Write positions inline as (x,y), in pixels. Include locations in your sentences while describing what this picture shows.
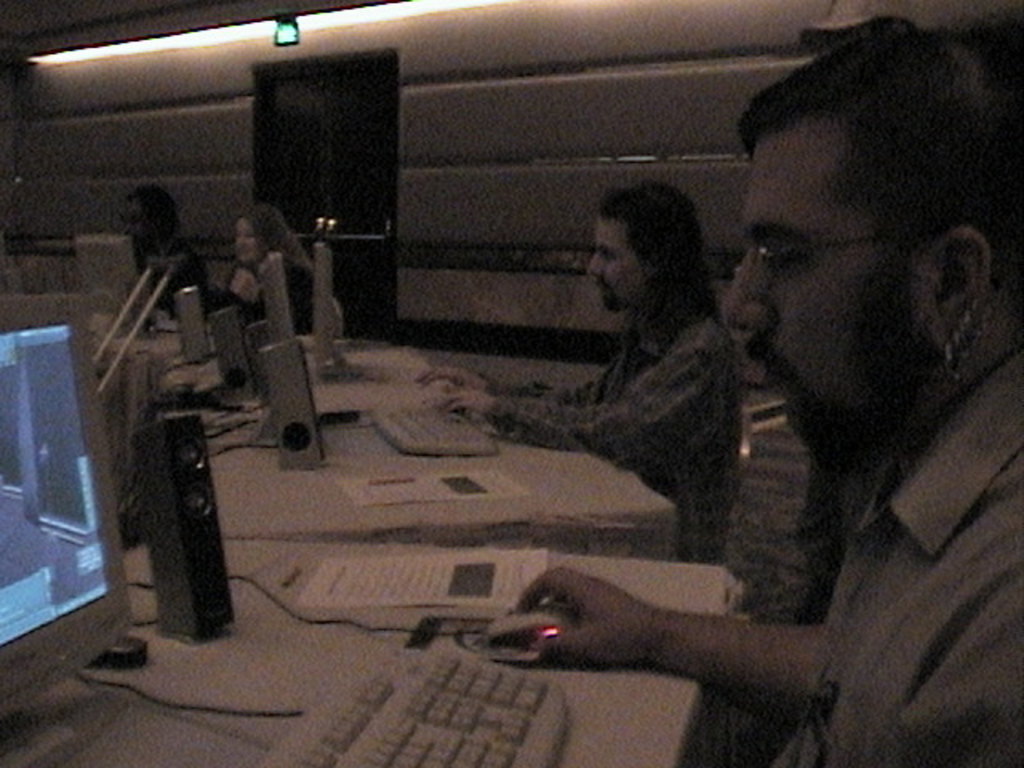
This image looks like an edited photo, in which I can see a group of people (611,381) are sitting on the chairs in front of tables (329,373) on which I can see PC's (47,362), keyboards (481,738), wires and some objects (448,489). In the background (346,230), I can see a wall (400,264) and a door (353,230).
